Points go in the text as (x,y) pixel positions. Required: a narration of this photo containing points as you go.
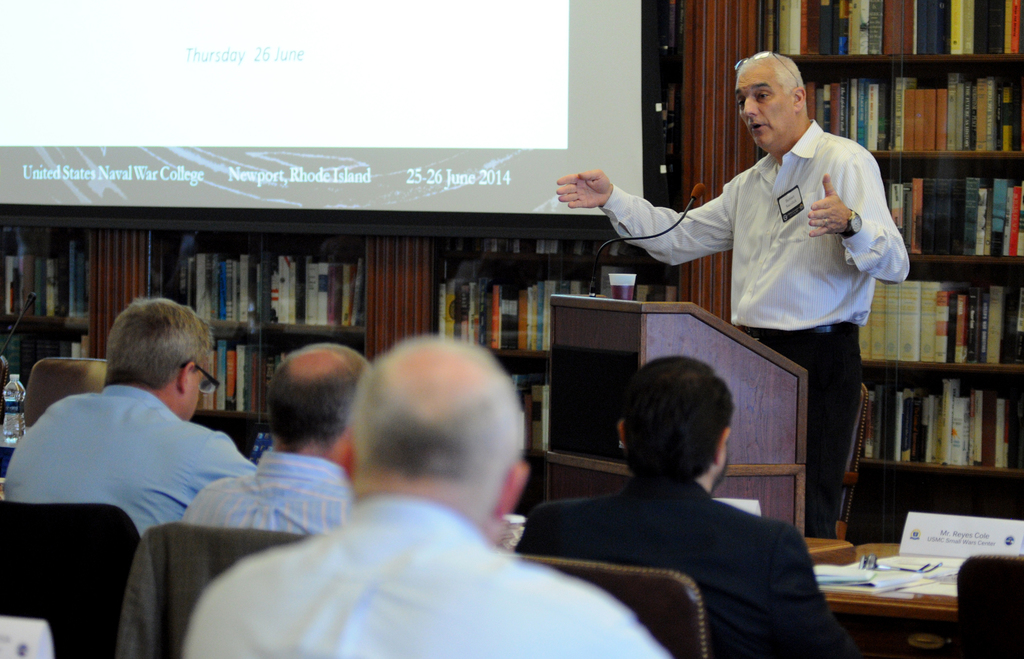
In this image I can see few people (488,619) are sitting on the chairs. One person (784,278) is standing in front of the podium (724,354). I can see few papers (877,590) and few objects (954,531) on the table (892,599). I can see a mic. Back I can see book racks (893,88) and projector screen (420,171).
